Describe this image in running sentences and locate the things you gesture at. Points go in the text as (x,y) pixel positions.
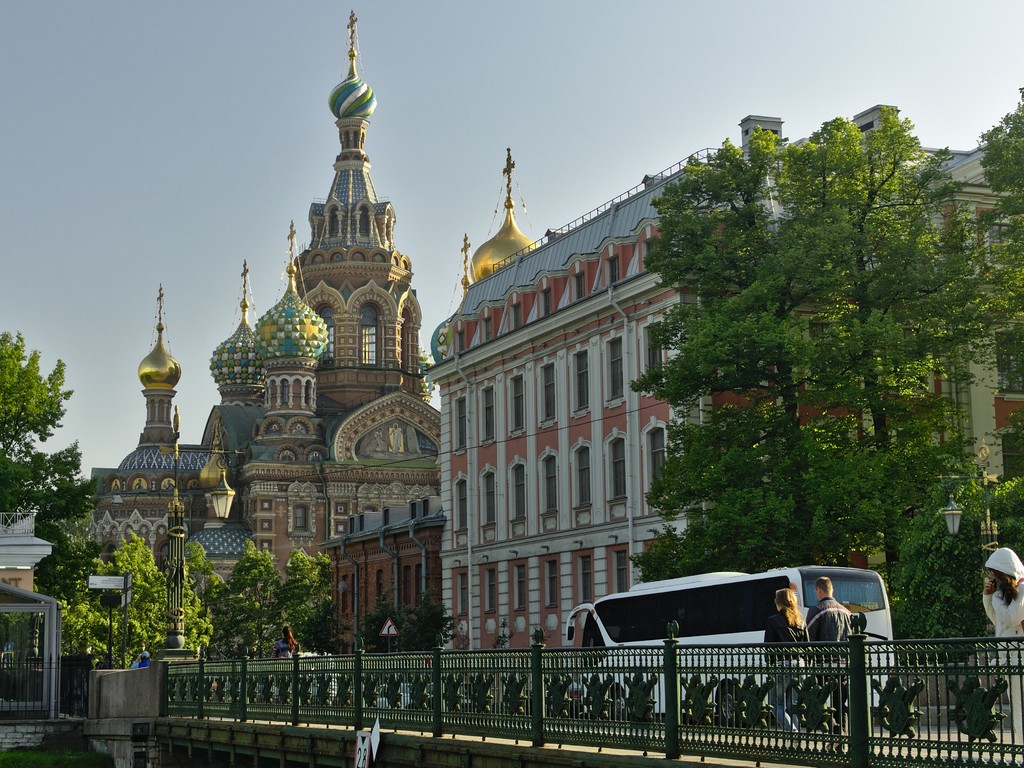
In this picture we can see a fence (892,705) and people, vehicle (867,571) on the road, here we can see buildings (395,451), trees (762,523), sign board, lights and some objects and we can see sky (73,30) in the background (432,273).
